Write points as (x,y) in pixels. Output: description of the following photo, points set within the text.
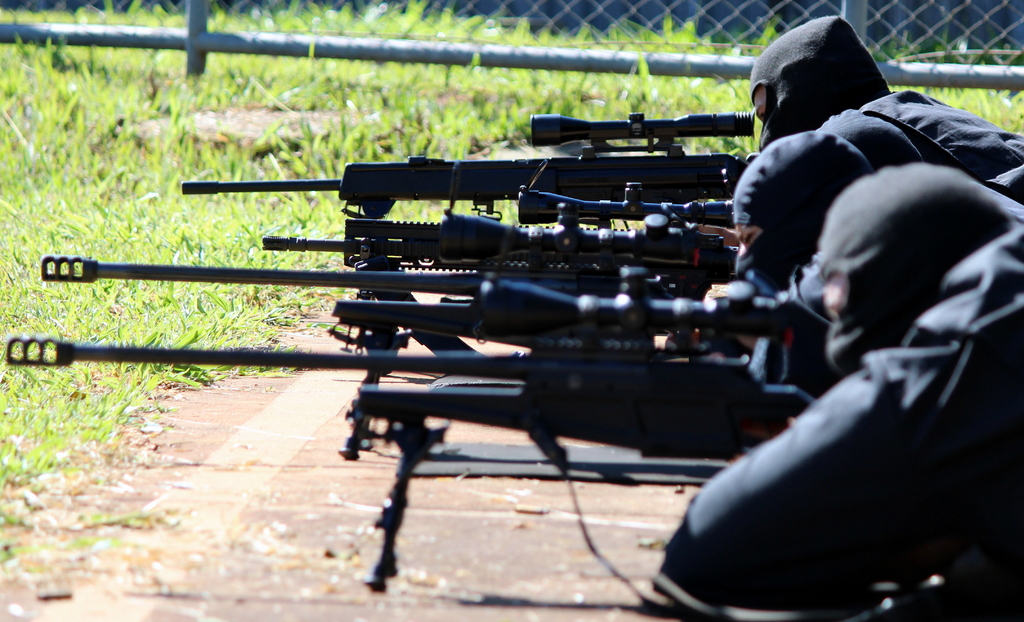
In the image I can see some people (755,349) wearing mask (867,315) and holding the guns (384,354) and to the side there is a fencing (278,28) and some grass (287,223) and plants (106,165).
